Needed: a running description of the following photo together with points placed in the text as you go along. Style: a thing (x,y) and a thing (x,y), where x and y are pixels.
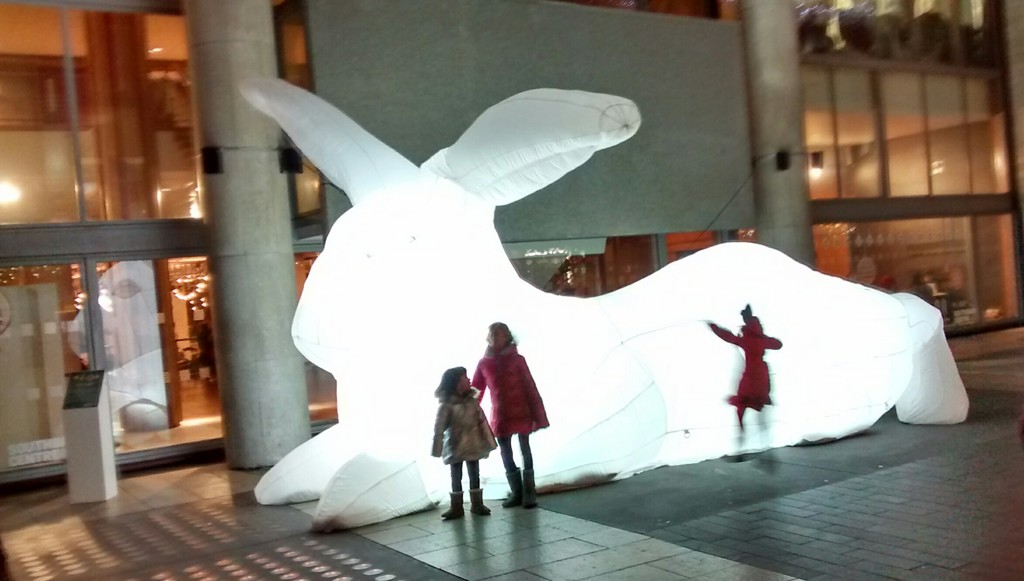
In this image we can see a white color object (360,191), which looks like a statue (378,187), there are pillars (254,212), persons (460,399) and a podium (68,450), in the background (417,116), we can see a building (83,120) and a board (689,94).
